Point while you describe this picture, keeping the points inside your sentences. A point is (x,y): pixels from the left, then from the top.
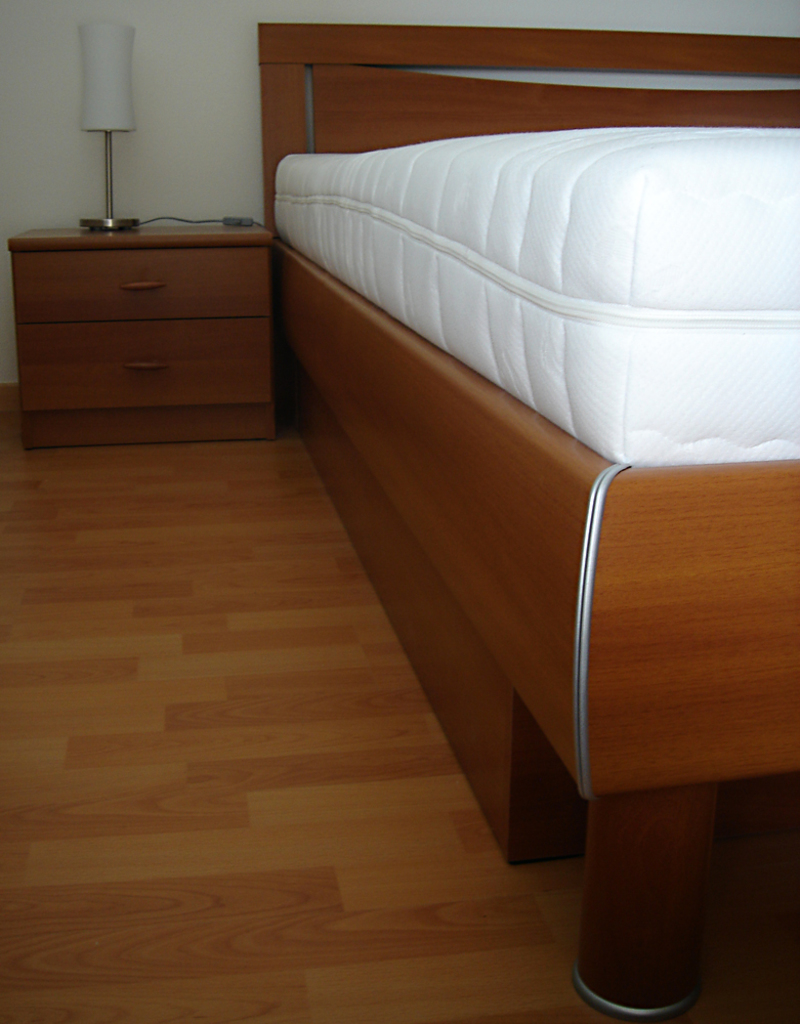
In a room (314,558) there is a bed (335,436) and lamp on table (61,327).
